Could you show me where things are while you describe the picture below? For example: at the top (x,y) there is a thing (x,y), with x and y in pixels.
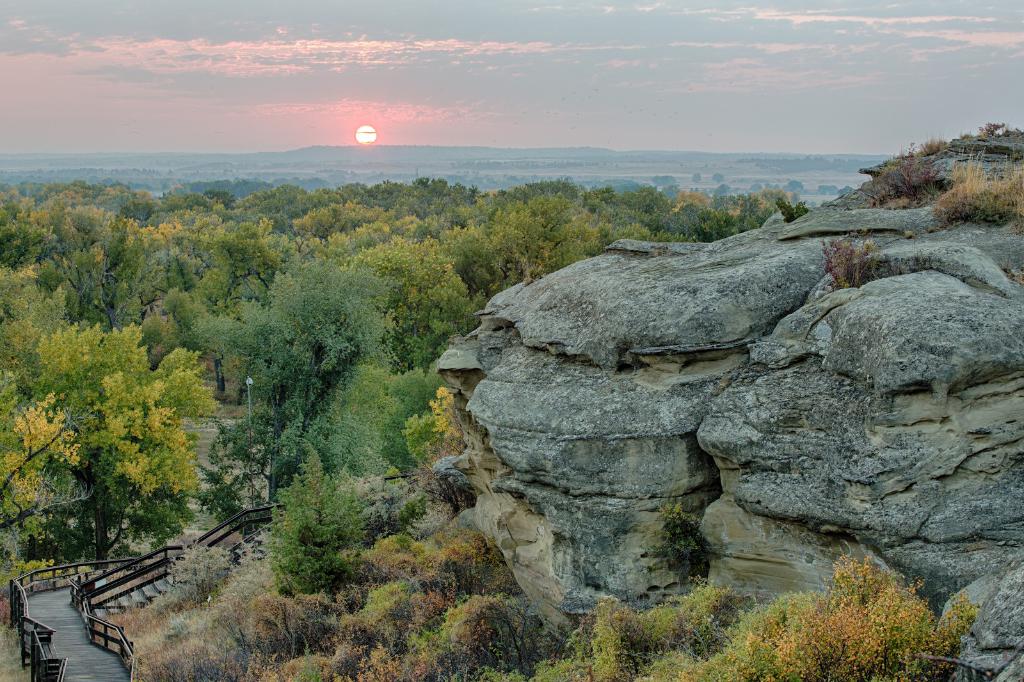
In this image there are trees (351,295), in the right side (792,487) there is a mountain (664,338), in the background (756,101) there is beautiful sun rise (329,50).
